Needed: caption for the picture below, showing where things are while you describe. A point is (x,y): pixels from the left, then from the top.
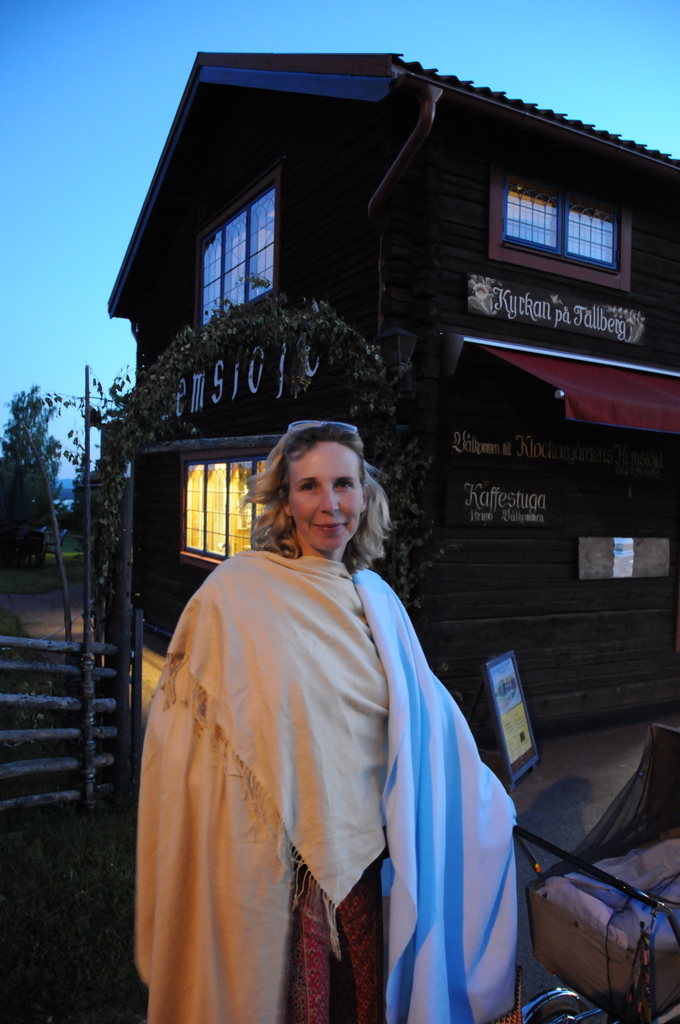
In this picture I can see a woman (190,1018) standing, there is fence (21,664), there is a house (353,171), there are boards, there is a tree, there is an arch (313,333) with plants (122,454), and in the background (146,118) there is the sky (502,25).
